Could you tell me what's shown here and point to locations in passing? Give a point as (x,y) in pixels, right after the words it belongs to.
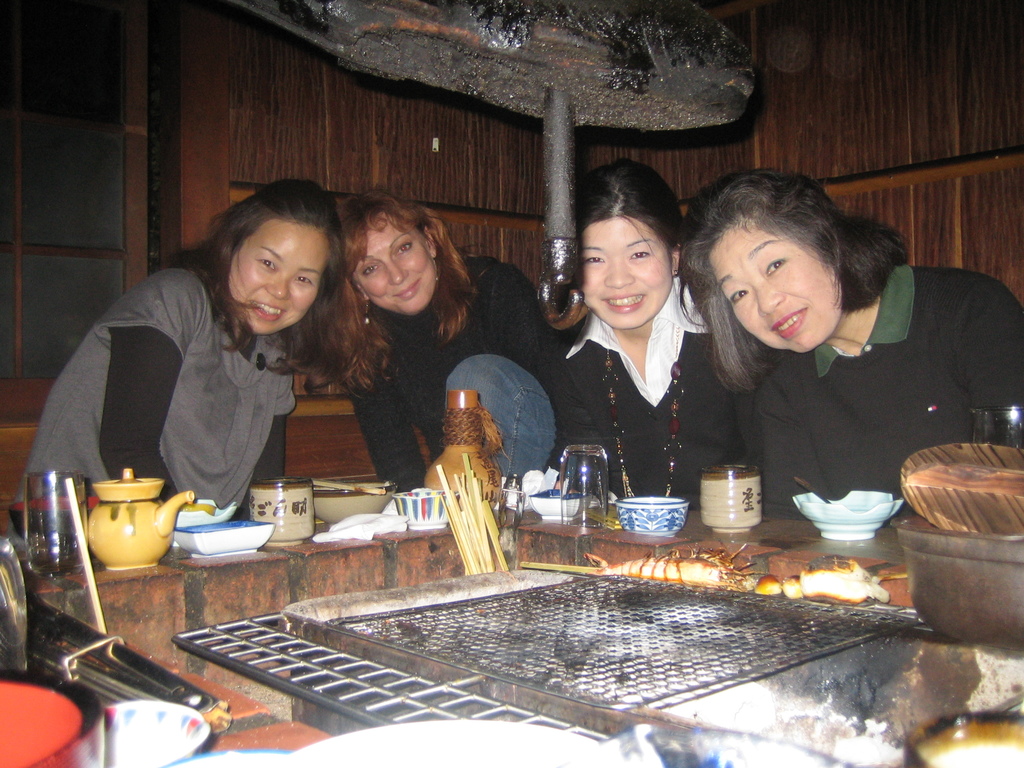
In the foreground (364,513) I can see four women's (503,371) in front of a cabinet (277,559) on which plates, bowls (361,510), jars (257,483), kitchen tools (130,516) and so on are kept. At the bottom (711,651) I can see a grill (702,660). In the background (462,219) I can see a door (127,163), wooden wall (500,127) and some object (712,101). This image is taken, may be in a room (371,478).
